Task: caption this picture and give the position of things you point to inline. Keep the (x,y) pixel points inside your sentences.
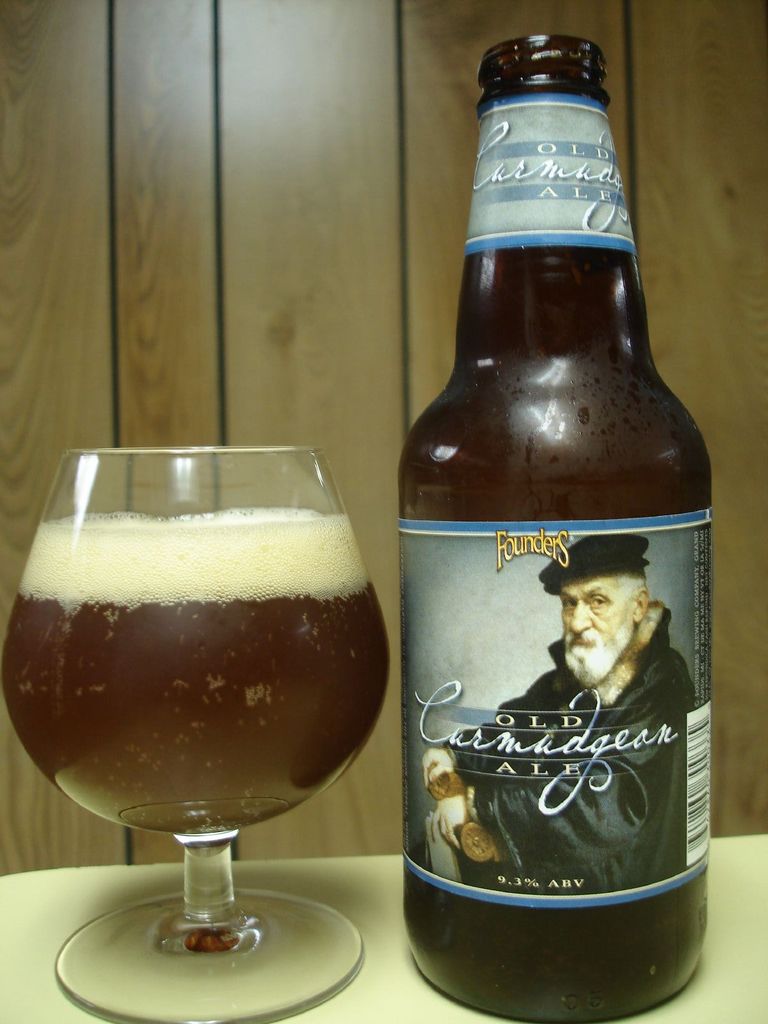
In this picture there is a beer bottle (499,705) and a beer glass (298,944) kept on the table (376,1023). There is a wooden wall (277,195) in the background (315,235).
